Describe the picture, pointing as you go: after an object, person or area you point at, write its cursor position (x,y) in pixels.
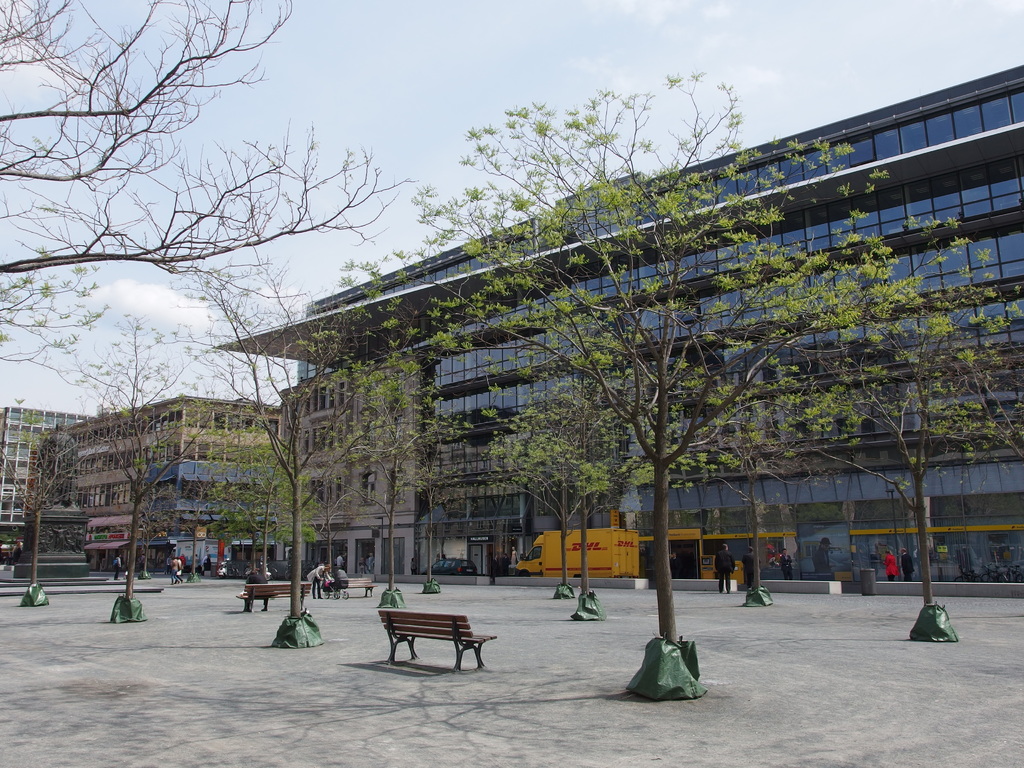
In this image we can see some buildings (363,347), vehicles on the road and a group of trees (661,568). We can also see some people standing on the ground (613,628). In that a person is holding a baby carrier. We can also see some people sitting on a bench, an empty bench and the sky (311,178) which looks cloudy.
